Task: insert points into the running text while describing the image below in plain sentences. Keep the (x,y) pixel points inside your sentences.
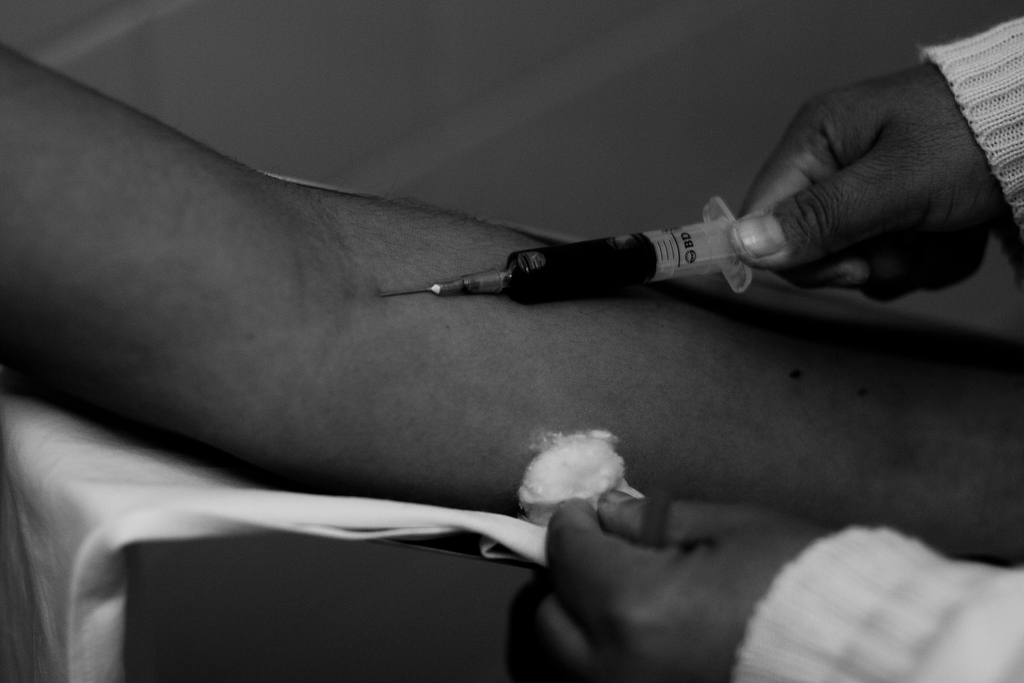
It is a black and white image and in this image we can see a person (813,222) doing injection (430,292) to another person (284,324).
